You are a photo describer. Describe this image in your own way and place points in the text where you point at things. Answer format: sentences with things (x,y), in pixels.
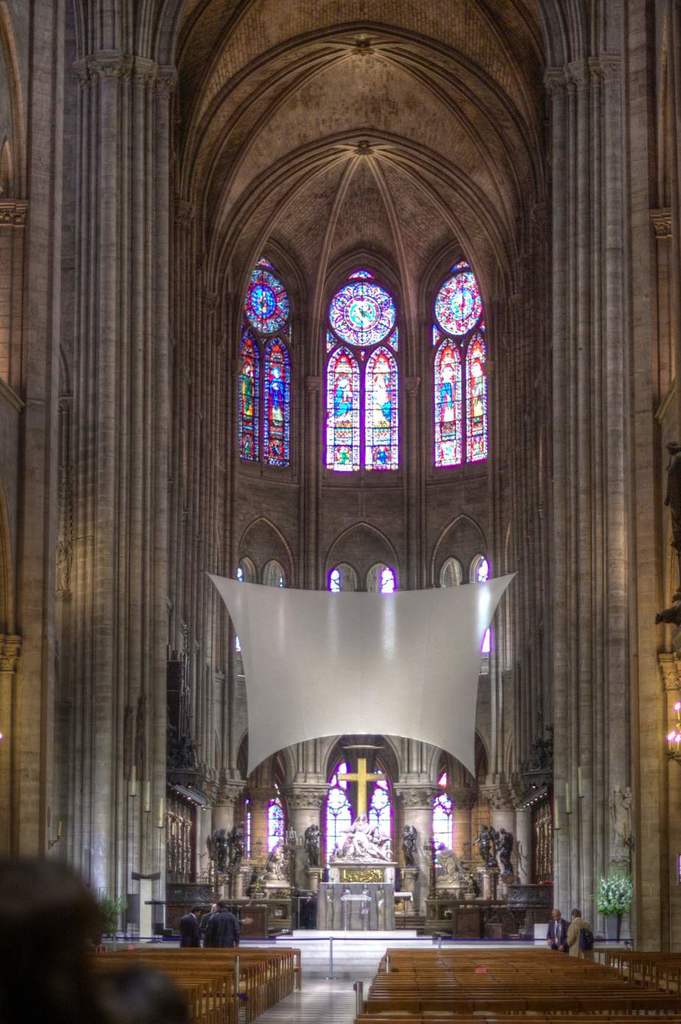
In this image there are empty benches (227,960) and there are persons (212,929) standing, there are statues (410,828) and there is a plant (622,884), there are windows (364,407) and there is a wall (61,495).
